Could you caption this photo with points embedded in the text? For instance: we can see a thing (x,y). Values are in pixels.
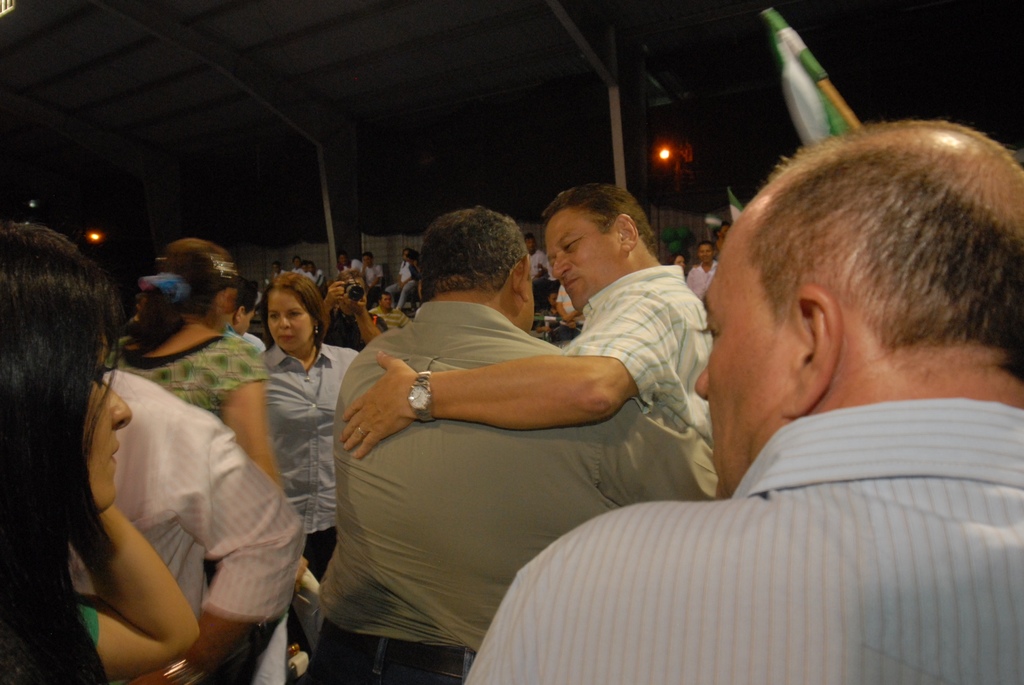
In the center of the image (561,255) there are people (64,559). There is a flag (798,43). At the top of the image (646,13) there is a ceiling (289,106).
